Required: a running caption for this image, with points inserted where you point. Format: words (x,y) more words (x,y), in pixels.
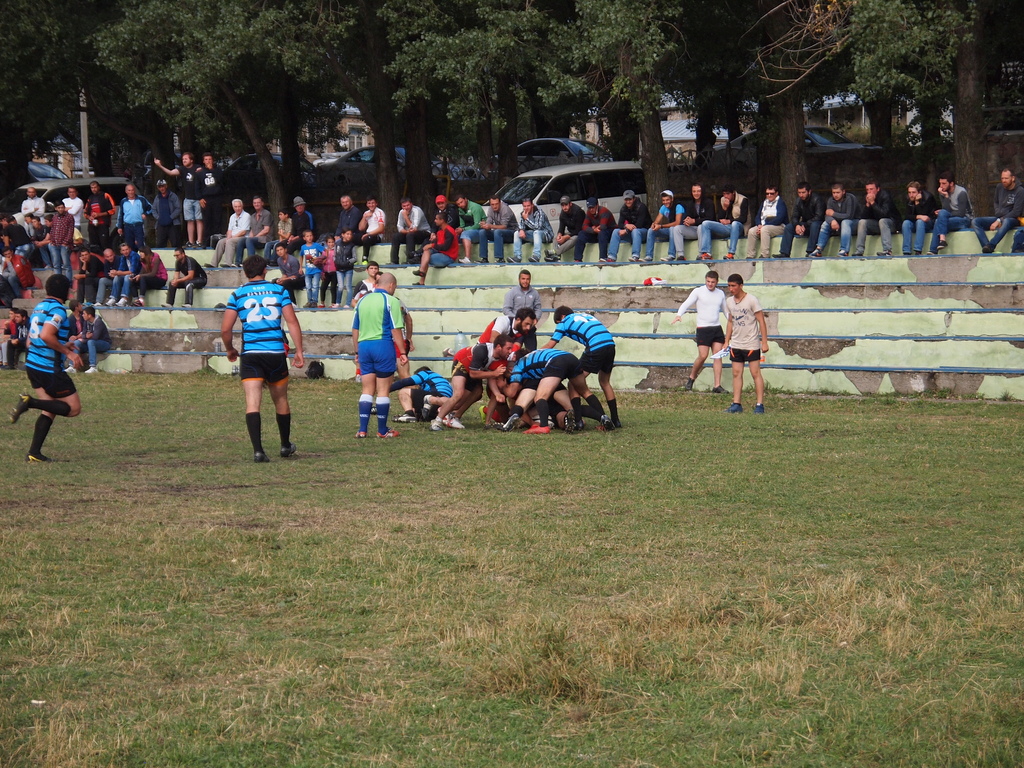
In this image we can see a few people (438,382), some of them are playing on the ground (545,728), there are a few people (628,213) sitting on the steps (628,270), there are trees (390,198), cars (549,142), and also we can see houses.
